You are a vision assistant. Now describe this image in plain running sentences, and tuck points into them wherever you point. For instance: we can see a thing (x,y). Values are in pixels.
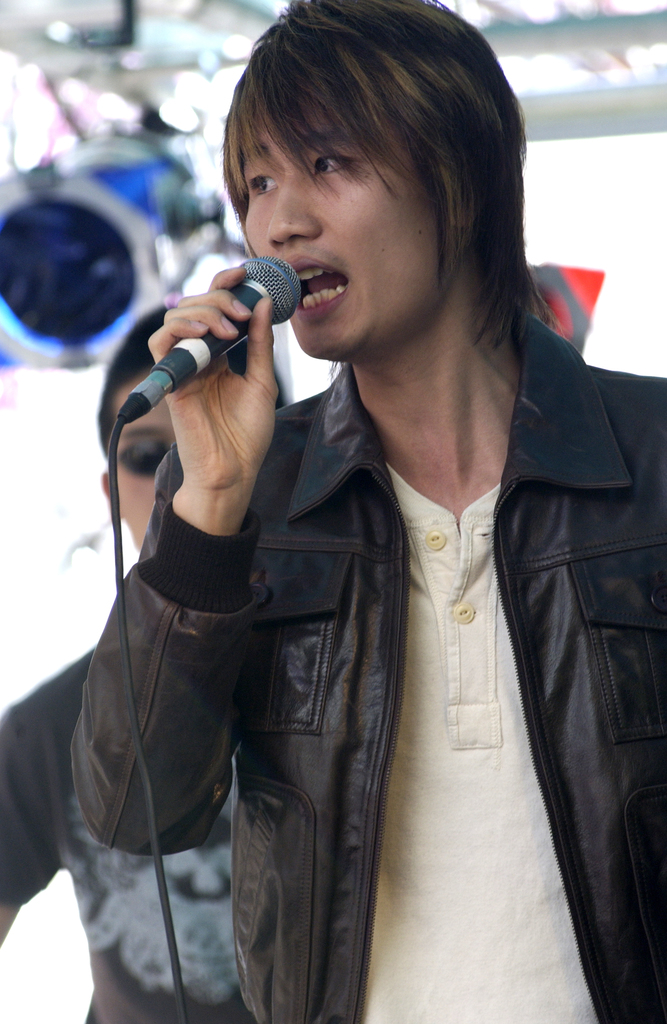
In this picture, there is a man (279,455) holding a mike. He is wearing a black jacket (540,656) and cream t shirt (509,850).
